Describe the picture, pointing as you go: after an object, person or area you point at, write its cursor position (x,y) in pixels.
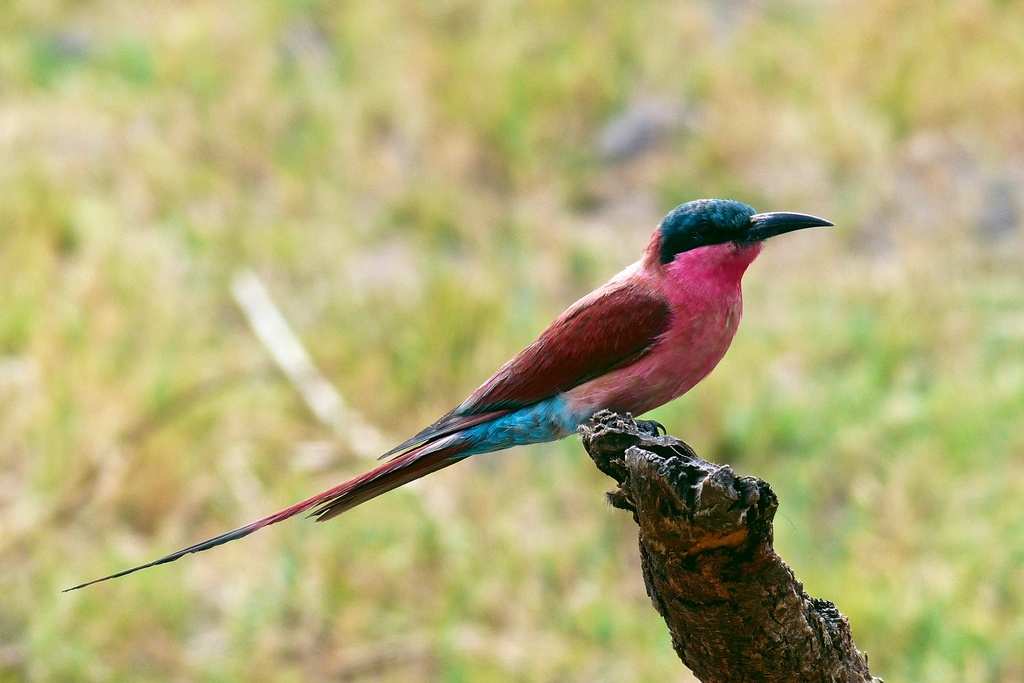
In this image there is a bird (621,381) on the branch (796,592) of a tree (816,615). At the bottom of the image (604,566) there is grass (893,467) on the surface (875,463).
